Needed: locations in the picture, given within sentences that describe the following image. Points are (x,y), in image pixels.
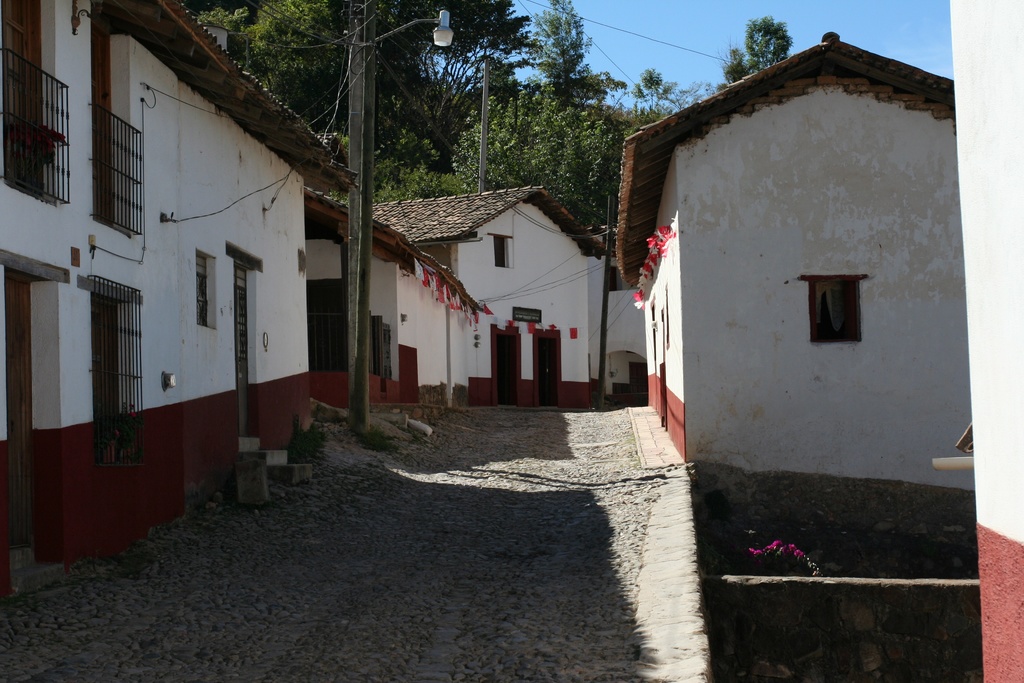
There are buildings (231,272) with windows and railings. There is a road (388,517). Also there is a light pole (363,288). In the background (379,89) there are trees (455,146) and sky (693,41).
